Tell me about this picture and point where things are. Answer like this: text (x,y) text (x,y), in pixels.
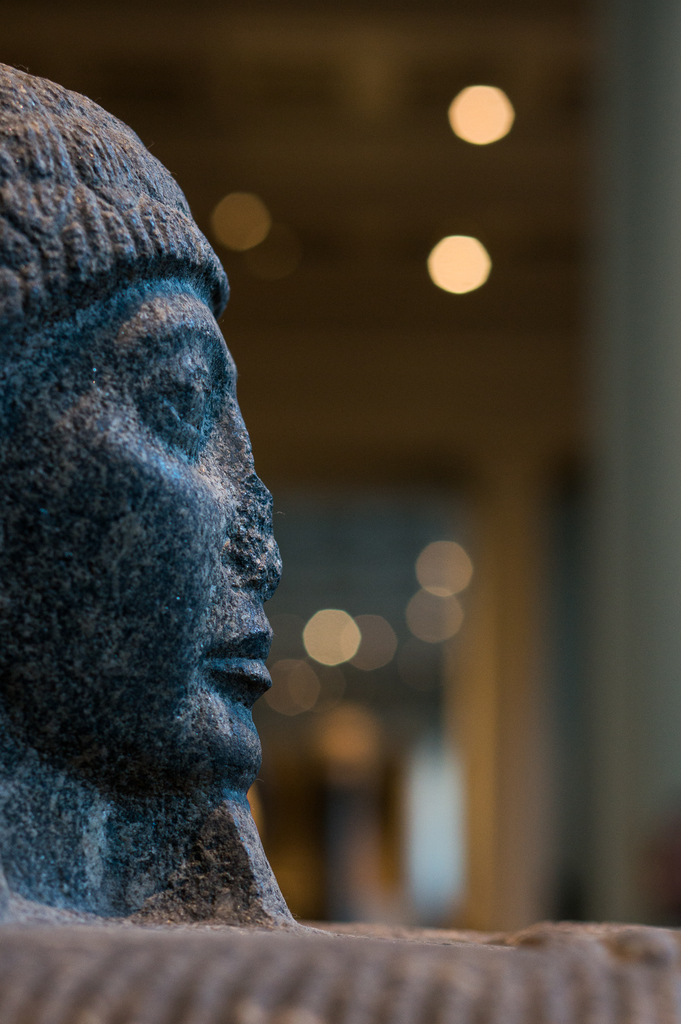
On the left side of this image (113,664) there is a sculpture (76,530). The background (599,867) is blurred.
